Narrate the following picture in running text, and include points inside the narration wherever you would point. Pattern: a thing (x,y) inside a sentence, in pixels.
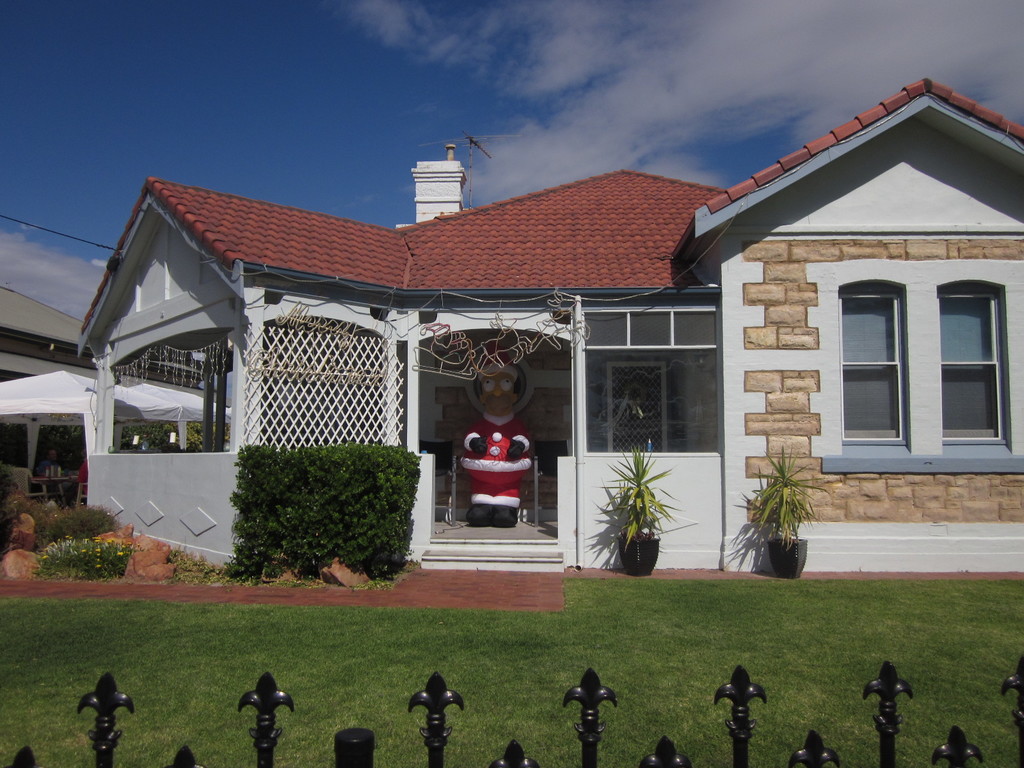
In this image in the center (435,259) there are houses (354,327), on the house (1008,270) there is an antenna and at the bottom (514,749) it looks like a gate (514,749) and also there is grass (168,633), plants (300,559) flower pots (799,549). And in the center (493,396) there is toy (493,396), and on the left side (125,396) there is a tent (17,396), table (49,478), chairs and some stones (35,566) and at the top (481,186) there is sky (481,167).
